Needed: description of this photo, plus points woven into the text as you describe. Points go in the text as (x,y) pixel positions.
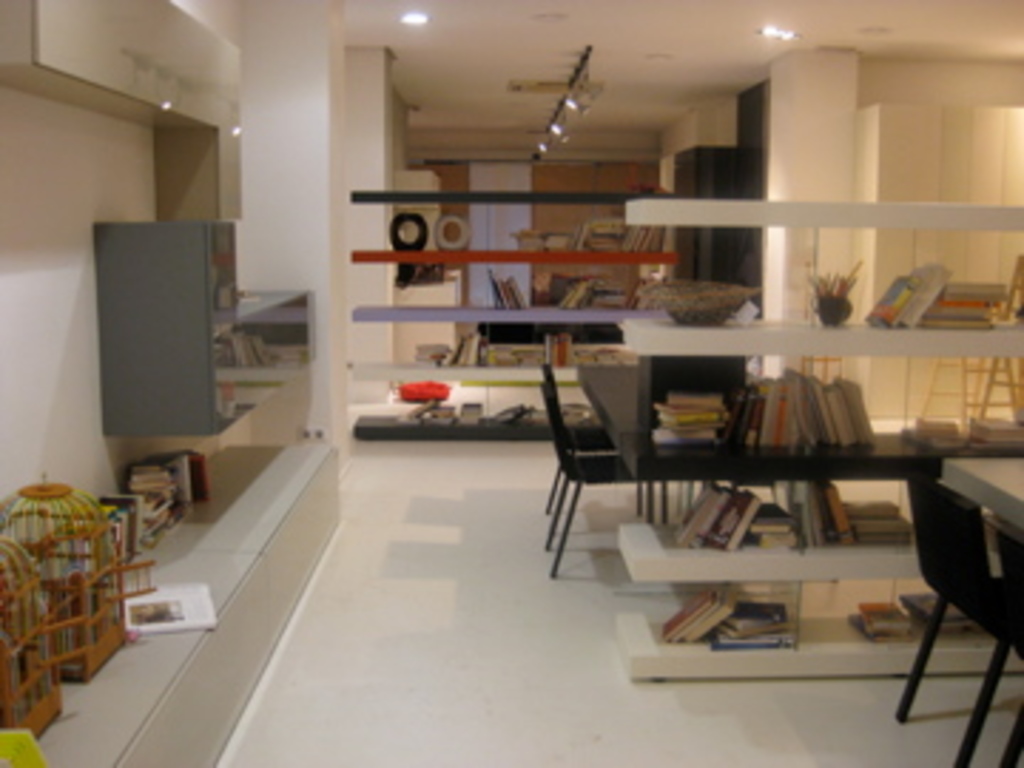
This is an inside view of a room (749,333). In the middle of the image (618,306) there are few racks (762,564) in which many books (570,351) are placed. On the left side (90,544) there are two wooden cages (69,558) and some books (145,513) are placed. In the background (803,160) there are few pillar (828,141) and a wall (557,175). At the top (552,131) there are few lights (552,114). On the right side (944,554) I can see few empty chairs (560,463) on the floor (836,703).
